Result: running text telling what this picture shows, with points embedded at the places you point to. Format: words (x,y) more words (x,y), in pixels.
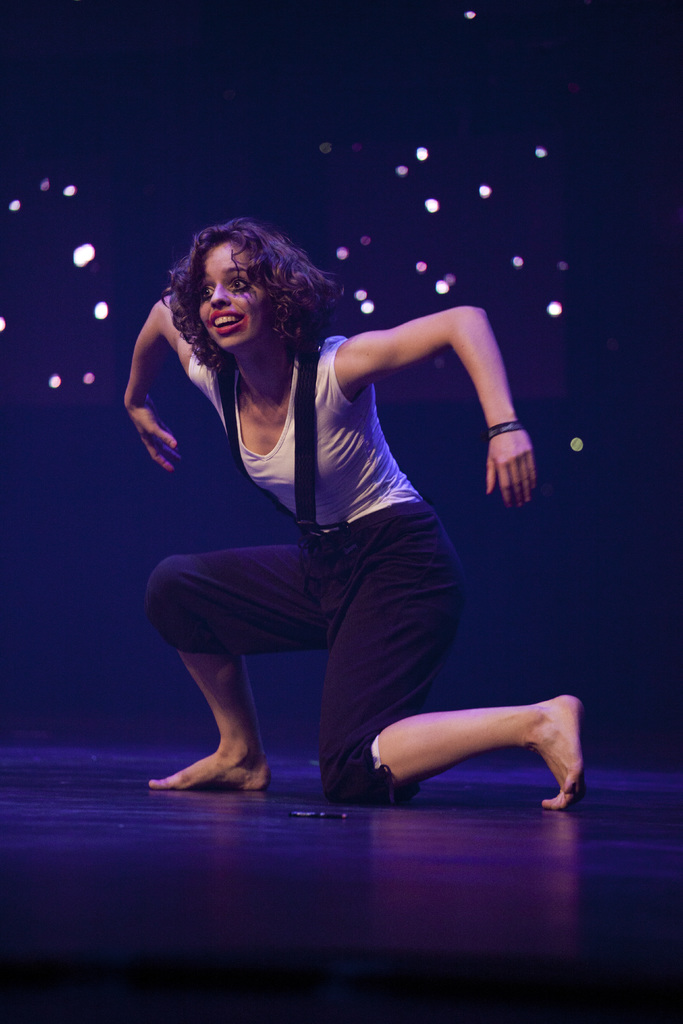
There is a lady (343,452) performing on the stage (393,805). In the back (70,195) there are lights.
